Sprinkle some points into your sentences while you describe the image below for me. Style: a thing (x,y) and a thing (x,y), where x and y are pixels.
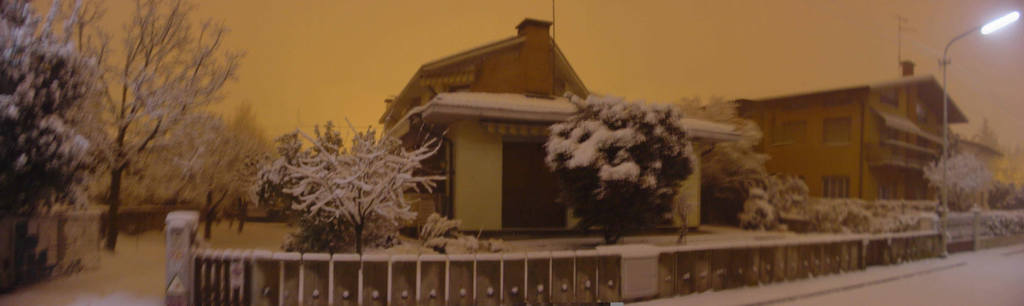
In this image there is a road (949,286) at the bottom (949,286). Beside the road (1003,289) there are houses (840,120). On the right side (942,144) there is a pole (945,204) to which there is a light (991,30). In front of the houses (816,144) there are small plants (669,196) on which there is snow (579,132). On the left side (136,131) there are few trees (156,148) which are covered with the snow (60,127). There is a chimney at the top of the building (913,66). There is a wooden fence (682,281) around the buildings (865,172).
